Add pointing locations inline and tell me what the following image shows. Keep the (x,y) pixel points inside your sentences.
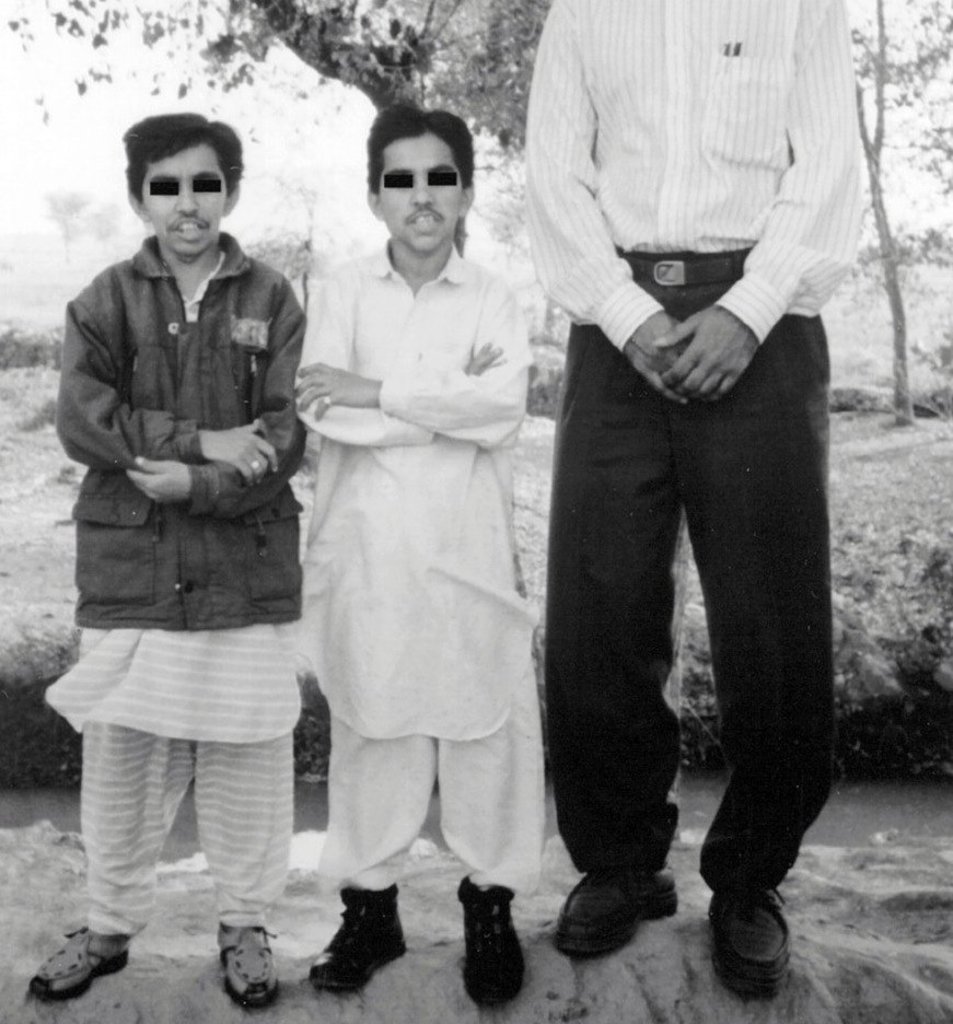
This is a black and white image where we can see there are three persons (403,417) standing in the middle of this image (469,489) and there are some trees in the background (918,170).
